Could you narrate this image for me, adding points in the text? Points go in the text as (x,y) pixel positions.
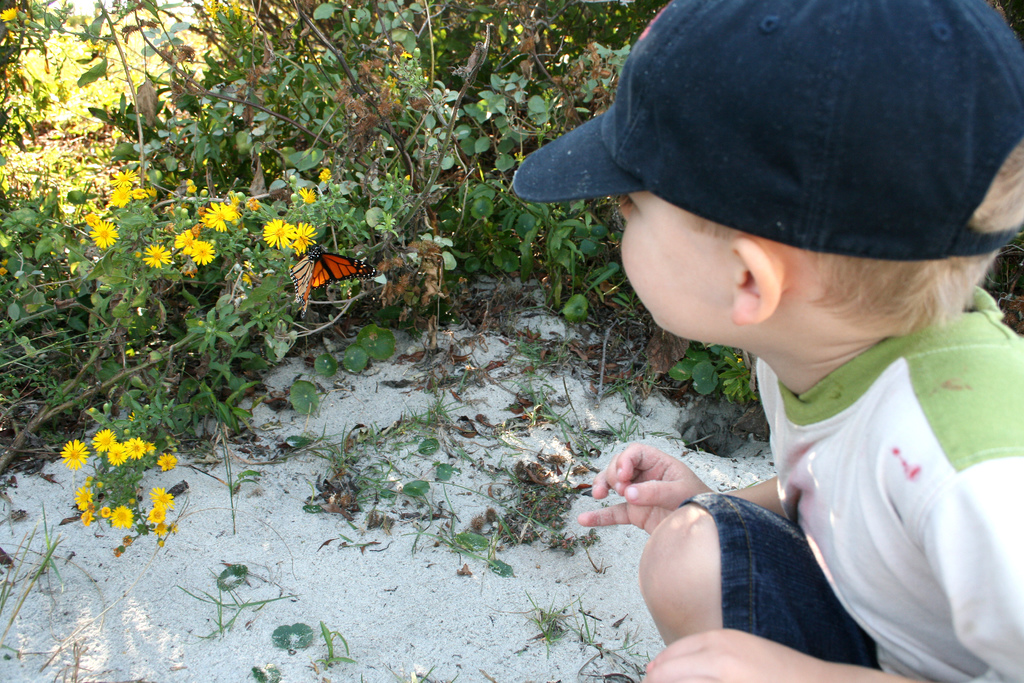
A child (802,664) is present wearing a cap (719,149). There are yellow flower plants (258,213) and a butterfly (312,285) is present.
